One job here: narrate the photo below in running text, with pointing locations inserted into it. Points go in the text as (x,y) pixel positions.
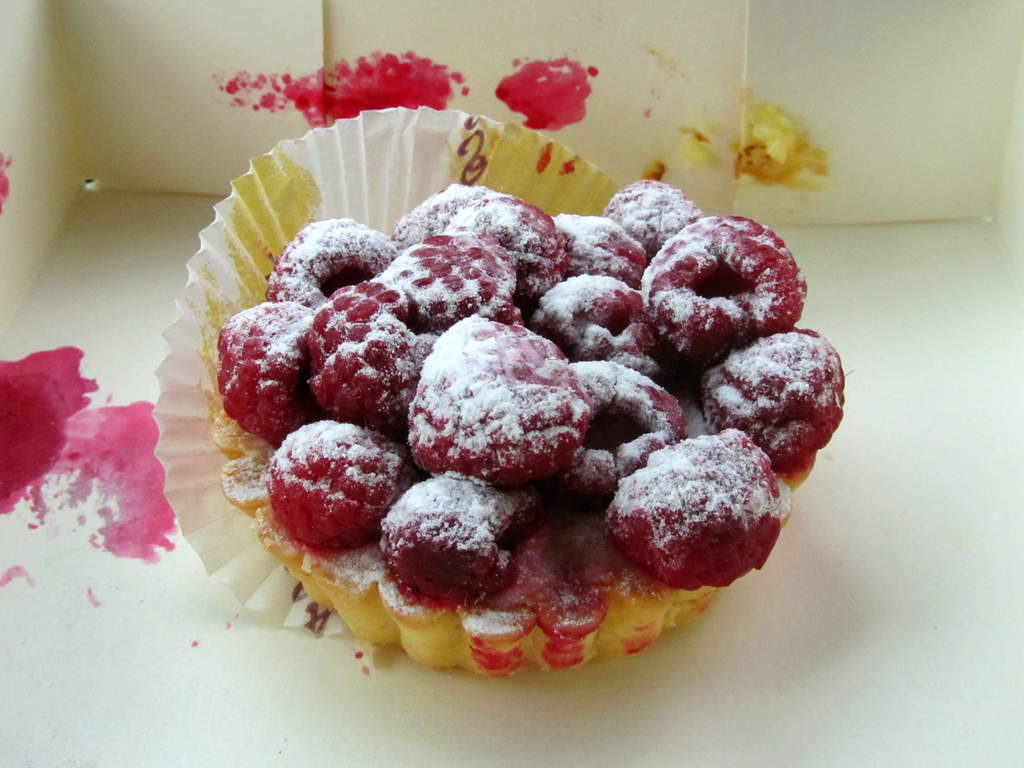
Here in this picture we can see a cake (581,550) present in a wrapper (219,260) that is present over a place and at the top of it we can see raspberries (531,365) present over there.
